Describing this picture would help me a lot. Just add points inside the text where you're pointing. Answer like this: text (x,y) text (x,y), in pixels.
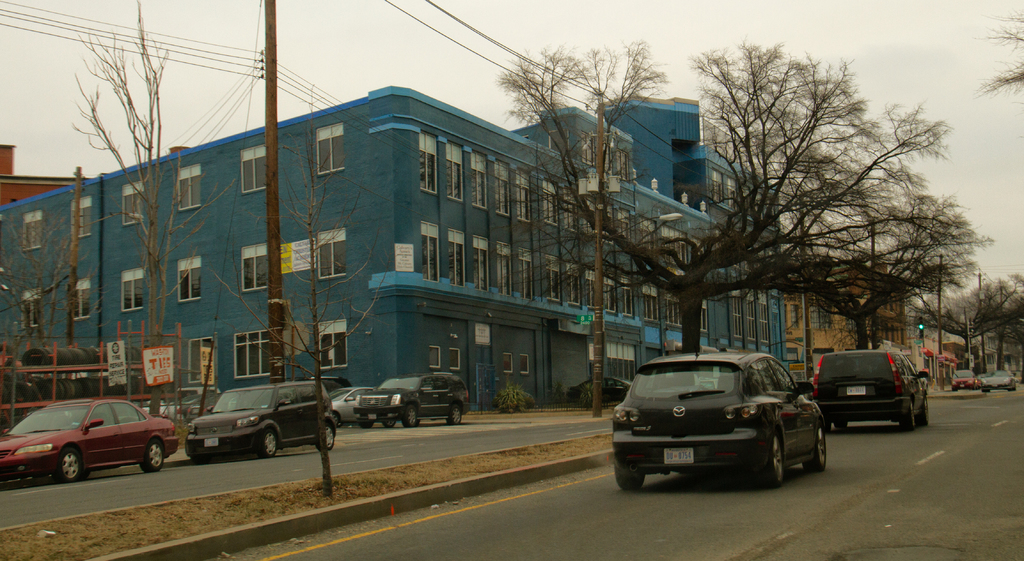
This is an outside view. At the bottom of the image (639,481) I can see few cars (878,370) on the road (612,467). In the background (409,283) there are some buildings (573,239) and trees (780,169). Beside the road (331,452) I can see a pole (276,282) along with the wires (254,67). At the top (674,16) I can see the sky (623,23).
